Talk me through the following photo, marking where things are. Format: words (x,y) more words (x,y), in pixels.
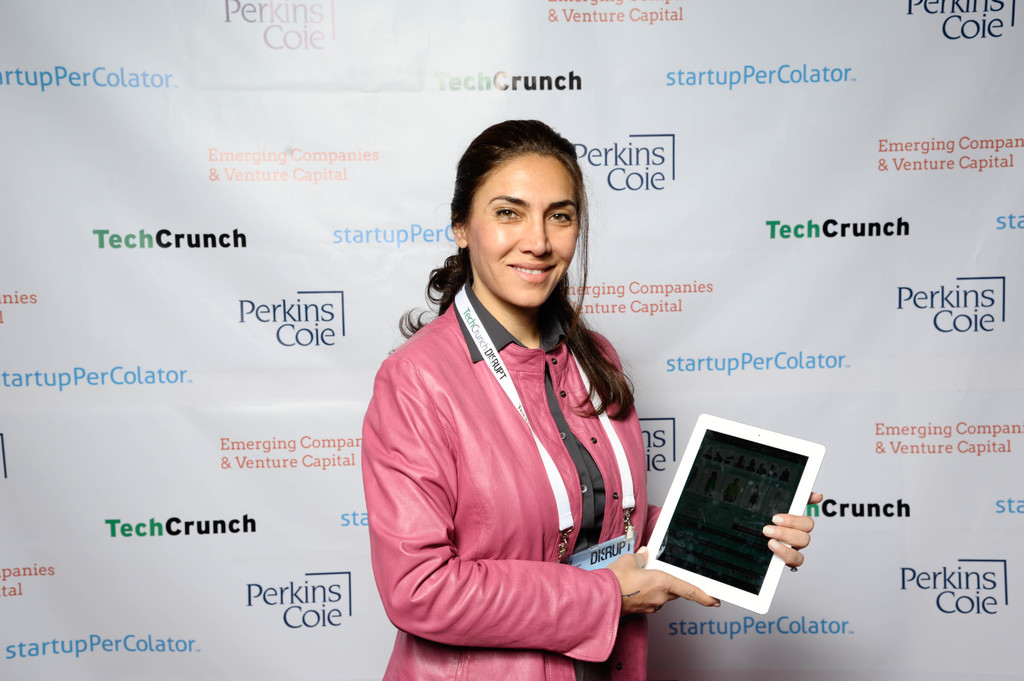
In this picture, we see a woman (601,392) in the pink jacket (481,582) is standing. She is wearing an ID card (599,565) and she is holding a tablet (729,475) or a photo frame (769,458) in her hands (702,595). She is smiling and she is posing for the photo. Behind her, we see a white banner (173,398) or a board (234,334) with some text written on it.
